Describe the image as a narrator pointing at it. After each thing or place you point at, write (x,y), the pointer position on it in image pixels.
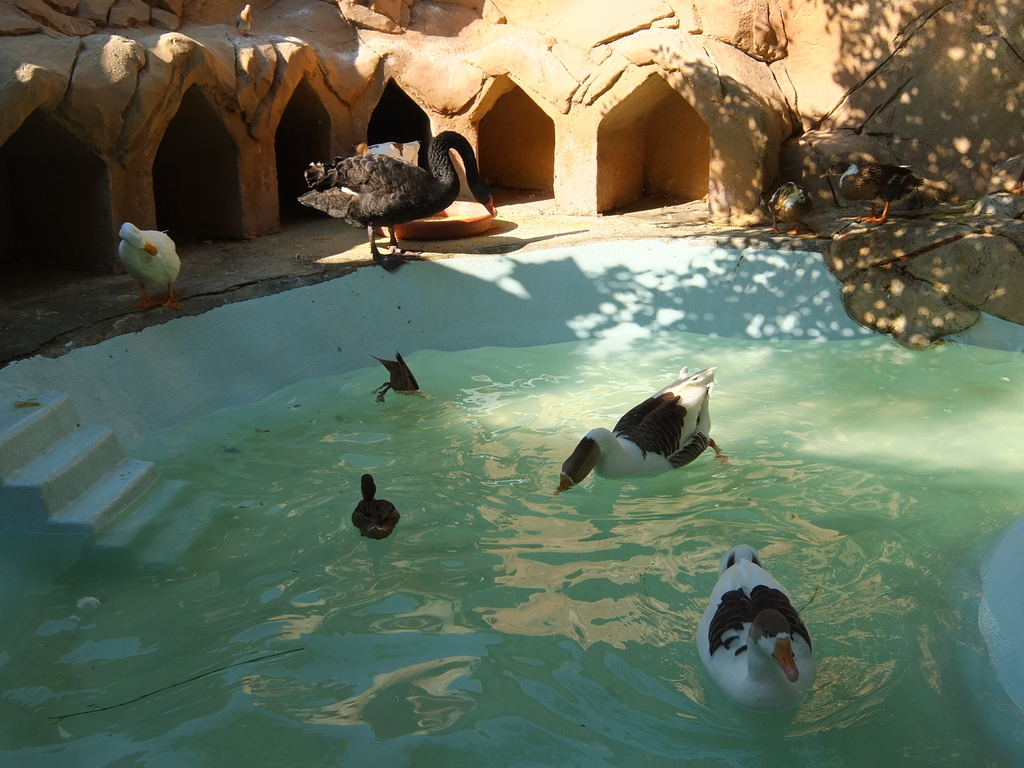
In this image there is a pool (622,480) and we can see ducks (398,511) on the pool (404,554). In the background (195,41) there is a wall (497,67). On the left (62,524) there are stairs (62,524) and we can see birds (850,182).
